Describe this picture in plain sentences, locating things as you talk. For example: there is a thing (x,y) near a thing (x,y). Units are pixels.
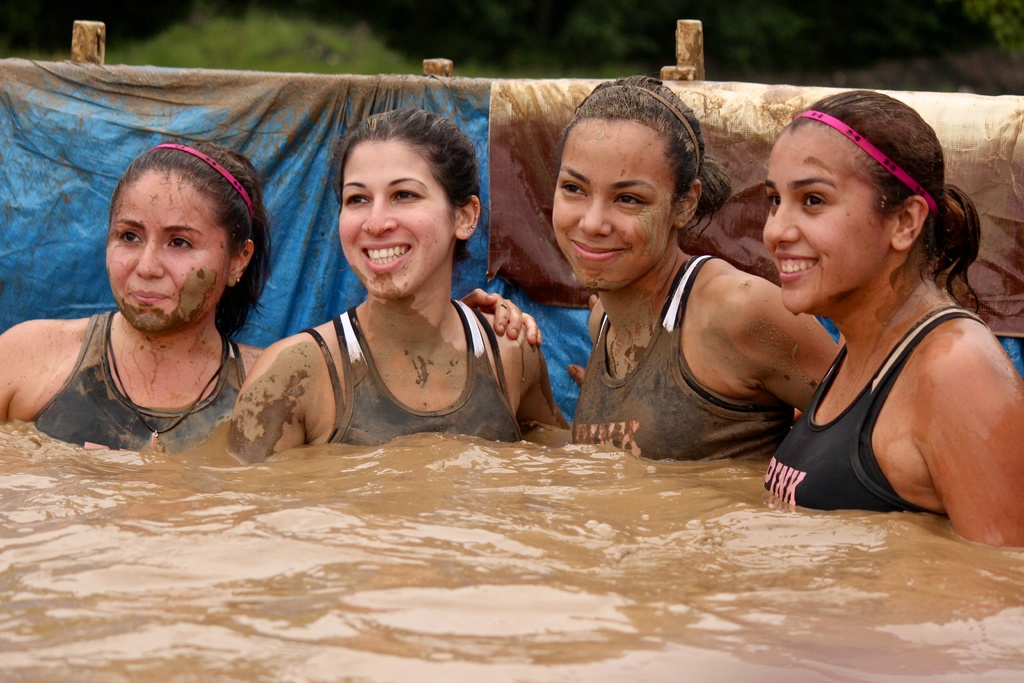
This picture is clicked outside. In the center (519,376) we can see the group of women (389,302) wearing t-shirts (682,418) and smiling. In the foreground (829,515) we can see the sludge (440,508). In the background (439,49) we can see the green leaves (374,34), curtains (329,105) and some other objects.
